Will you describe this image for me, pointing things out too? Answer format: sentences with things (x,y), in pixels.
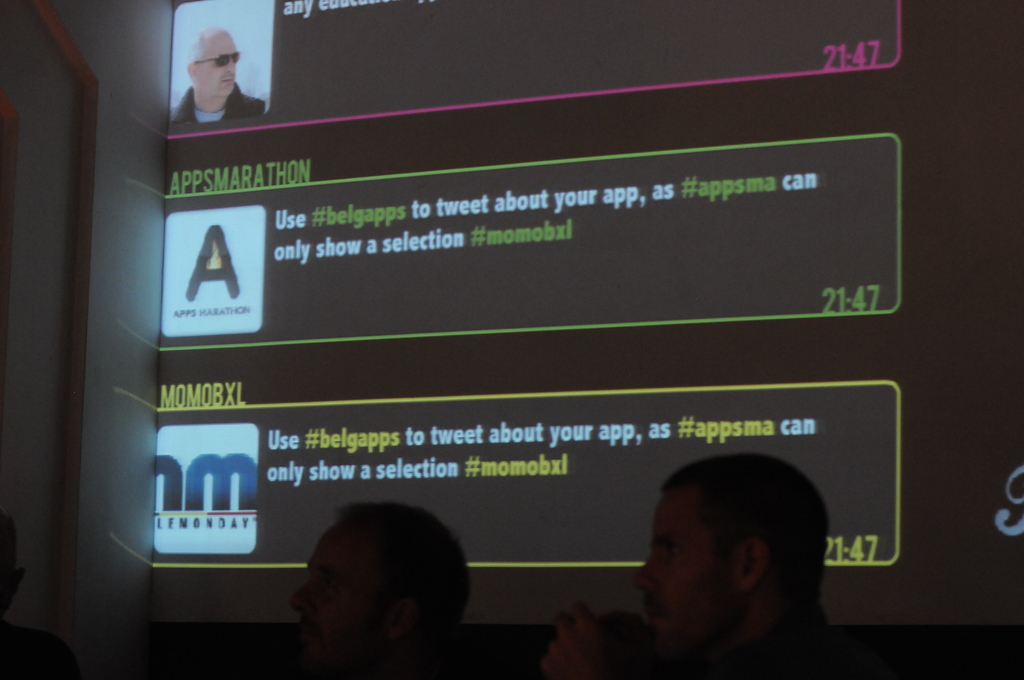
In this image I can see a screen (554,159) and something is written on it. I can see few people (557,645).
